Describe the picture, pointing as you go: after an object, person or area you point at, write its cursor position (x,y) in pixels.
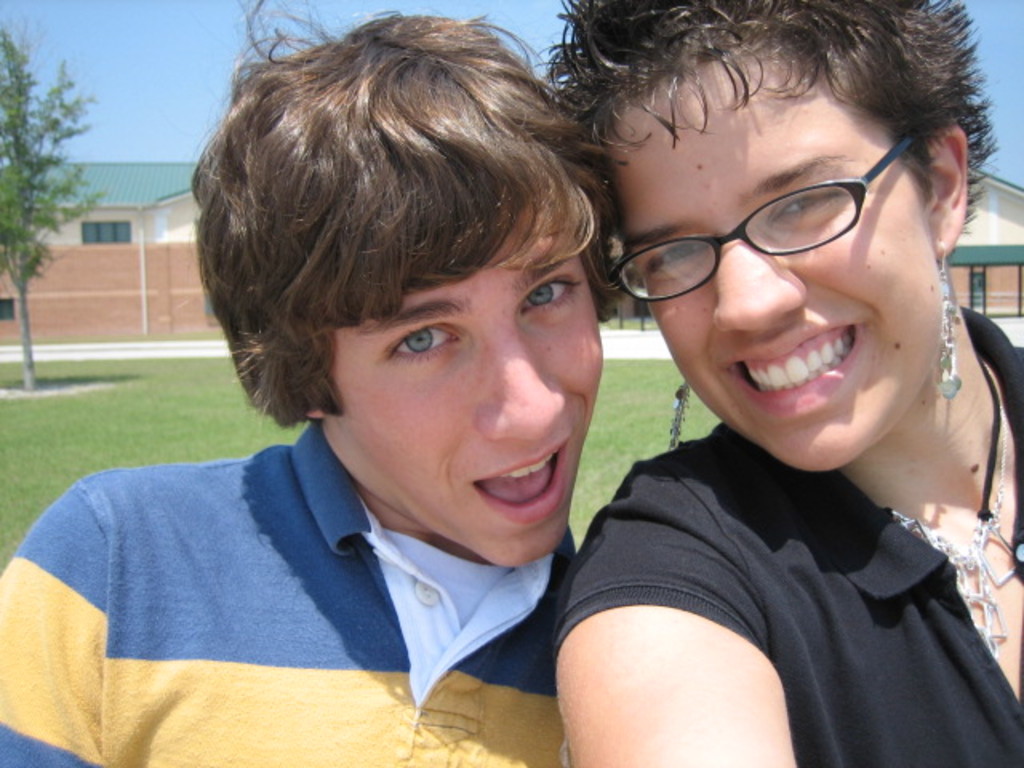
In this image there is men (422,602) and a women (897,581) in the background (614,400) there is a greenland (116,412), a tree (25,303) and some houses (84,219).
